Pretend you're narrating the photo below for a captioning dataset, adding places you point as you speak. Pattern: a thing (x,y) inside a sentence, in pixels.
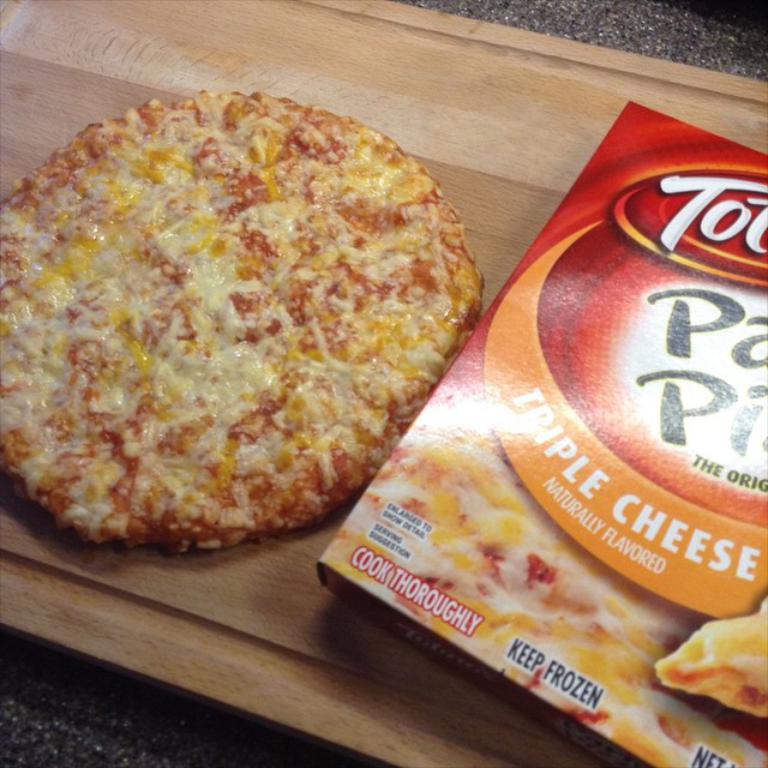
In this image I can see a box (535,505) and a pizza (226,475) are placed on a wooden surface (180,630).
